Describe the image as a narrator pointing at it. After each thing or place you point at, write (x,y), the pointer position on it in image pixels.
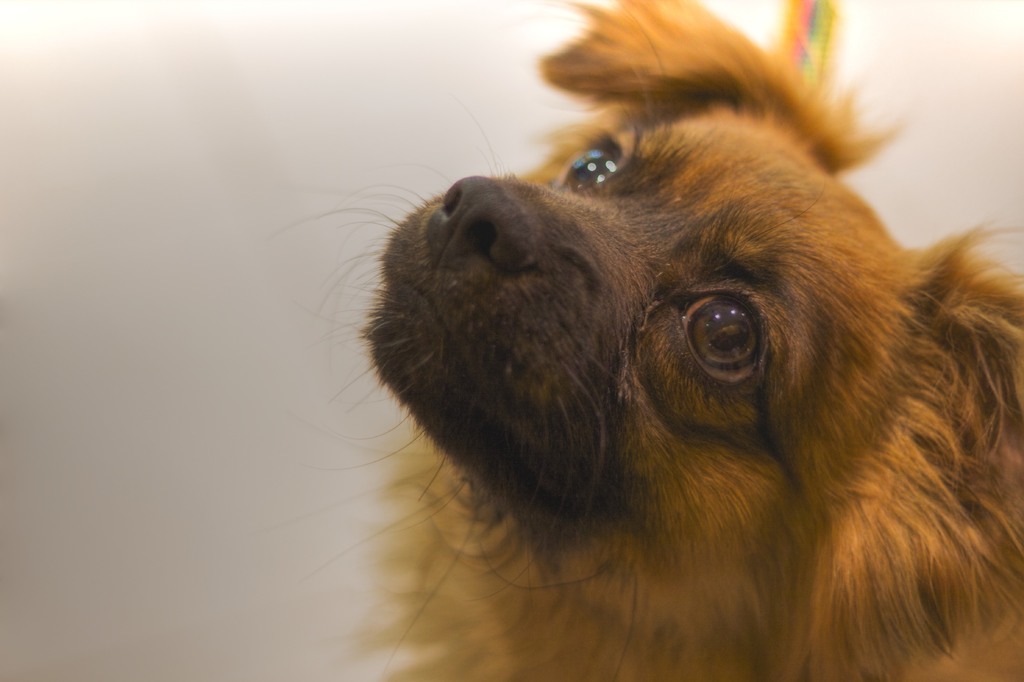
In this picture we can see a dog (591,315).
